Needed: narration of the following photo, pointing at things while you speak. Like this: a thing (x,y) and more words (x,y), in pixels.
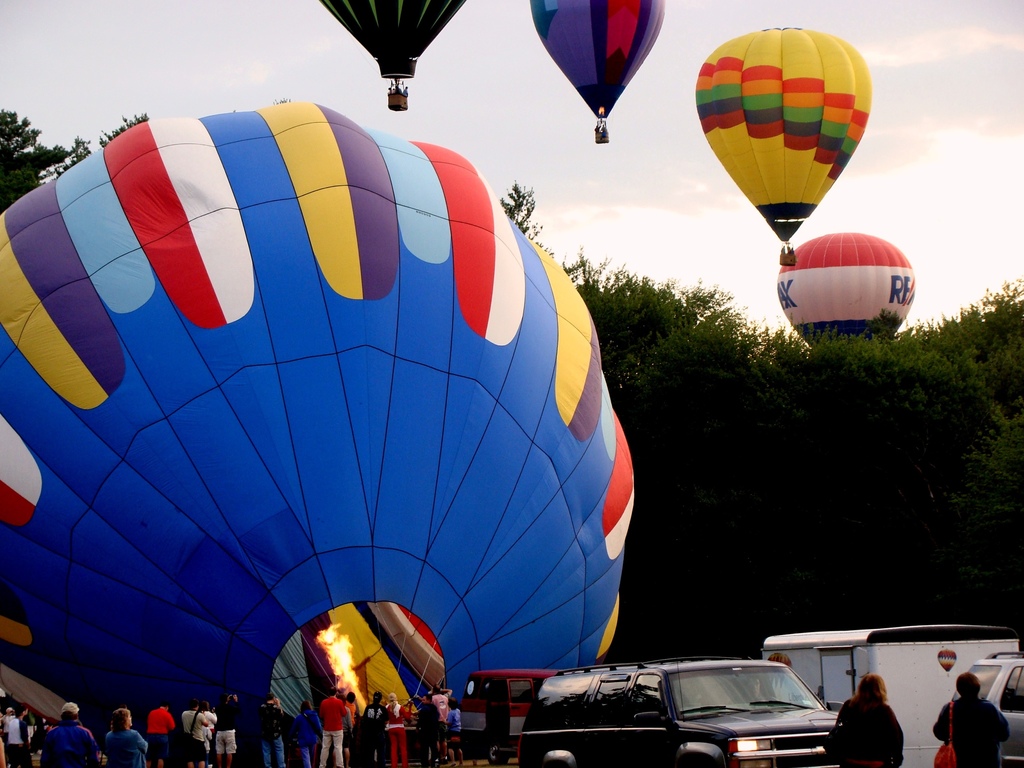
In this picture there are people (322,757) and we can see vehicles (864,658), hot air balloons (552,597) and trees (801,361). In the background of the image (678,165) we can see the sky (672,161).
